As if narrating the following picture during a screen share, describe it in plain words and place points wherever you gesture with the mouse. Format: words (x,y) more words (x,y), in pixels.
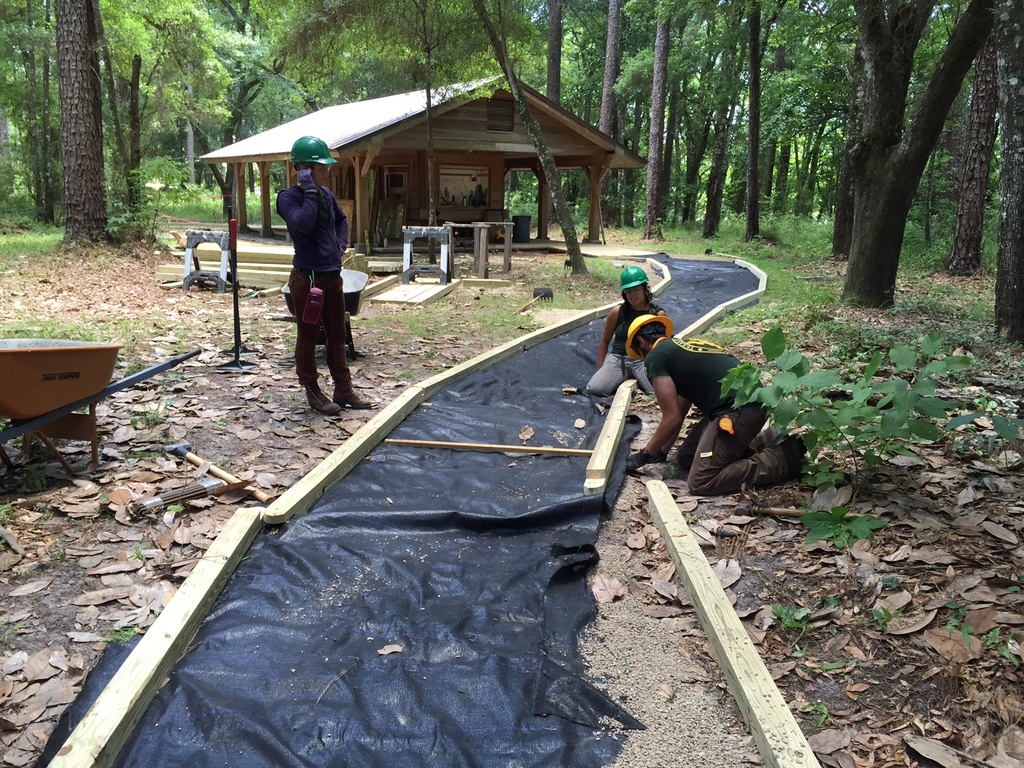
In the middle of the image (659,438) few people (325,179) are standing and sitting. Behind them there is a shed (380,133) and there are some trees (797,114). Bottom of the image (51,700) there are some leaves (998,745). Bottom left side of the image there is a cart (171,365). Bottom right side of the image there are some plants (773,399).
